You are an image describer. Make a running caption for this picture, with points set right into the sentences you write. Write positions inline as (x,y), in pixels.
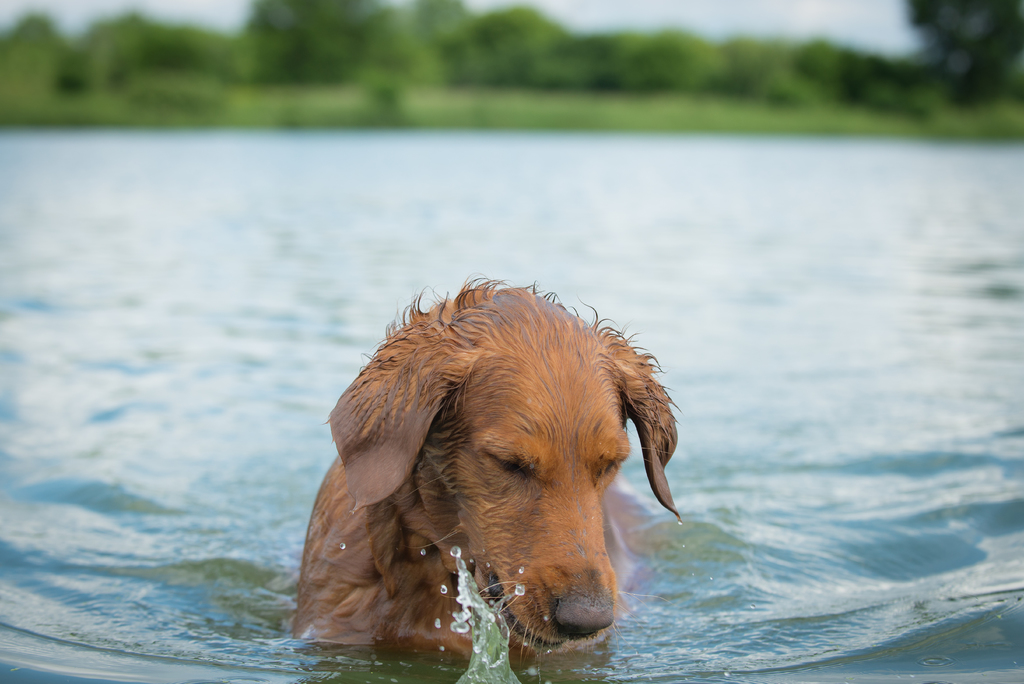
In this image we can see many trees (570,64) and plants (638,92). There is a lake (567,246) and a dog (530,447) in the water (385,177). There is a sky (777,30) in the image.
